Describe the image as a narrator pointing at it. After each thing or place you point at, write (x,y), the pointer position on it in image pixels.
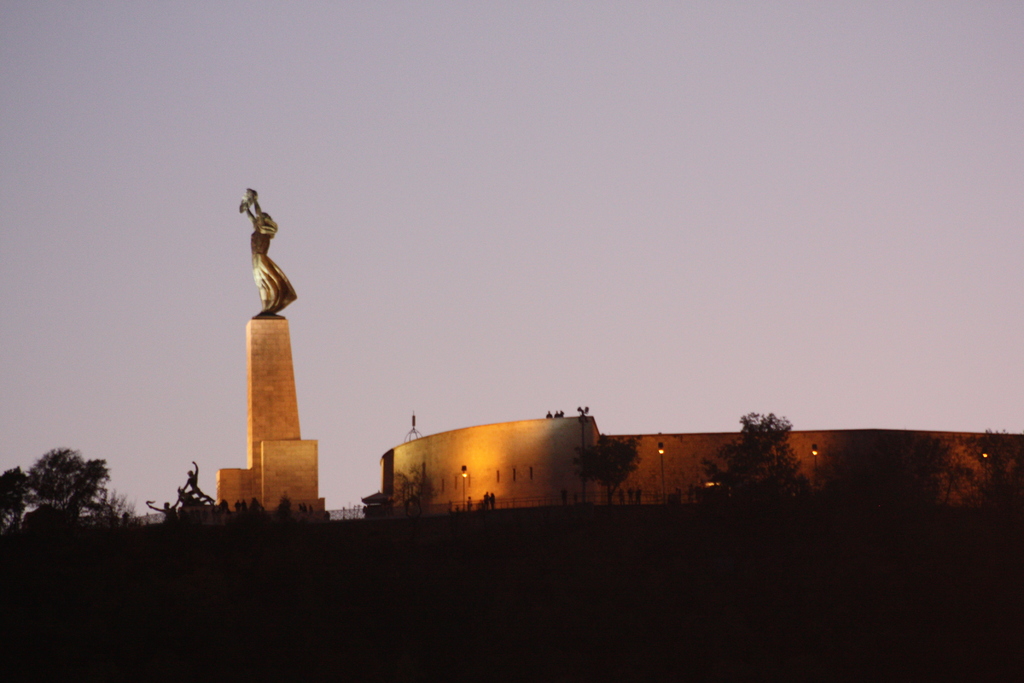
This picture might be taken from outside of the city. In this image, on the left side (268,308), we can see a statue (278,300) and few trees (60,486). On the right side (711,444), we can see some buildings (684,459), trees (906,467), street lights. At the top (744,100), we can see a sky (715,99), at the bottom (591,577), we can see black color.
